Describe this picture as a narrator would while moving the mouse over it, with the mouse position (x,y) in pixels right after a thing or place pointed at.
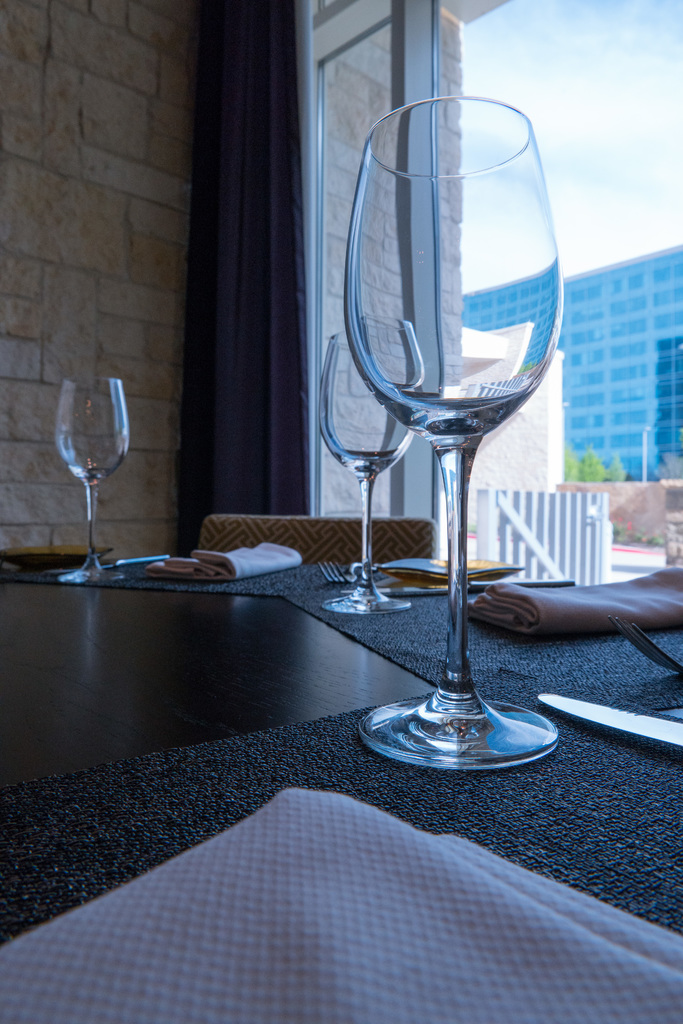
In the center of the image (347,621) we can see one table (424,733). On the table (413,733), we can see wine glasses (427,743), one cloth (305,870), tissue papers (313,872) and a few other objects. In the background (204,536) there is a wall (55,274), glass (607,306) and chair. Through glass (587,205), we can see the sky (600,154), clouds (614,193), trees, one building (621,327), fence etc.
